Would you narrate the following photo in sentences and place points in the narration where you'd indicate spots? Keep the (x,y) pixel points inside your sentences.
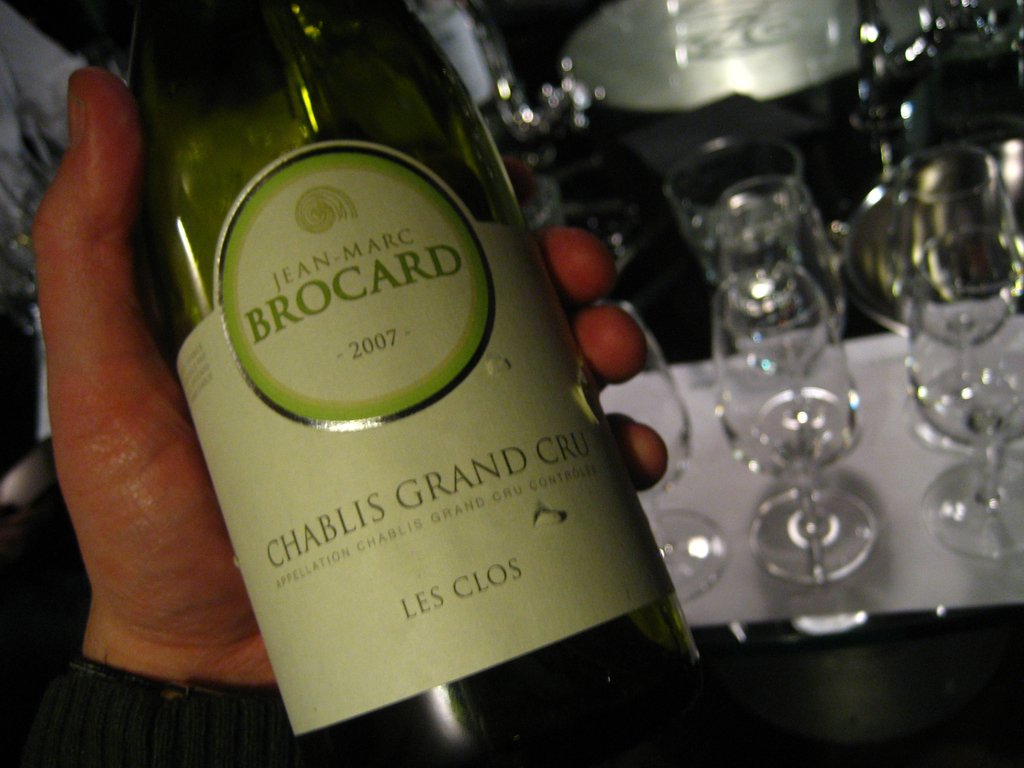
In this picture we can see a person hand (75,392) is holding a bottle (291,481) with sticker (494,296) on it and in the background (923,362) we can see glasses (747,279).
